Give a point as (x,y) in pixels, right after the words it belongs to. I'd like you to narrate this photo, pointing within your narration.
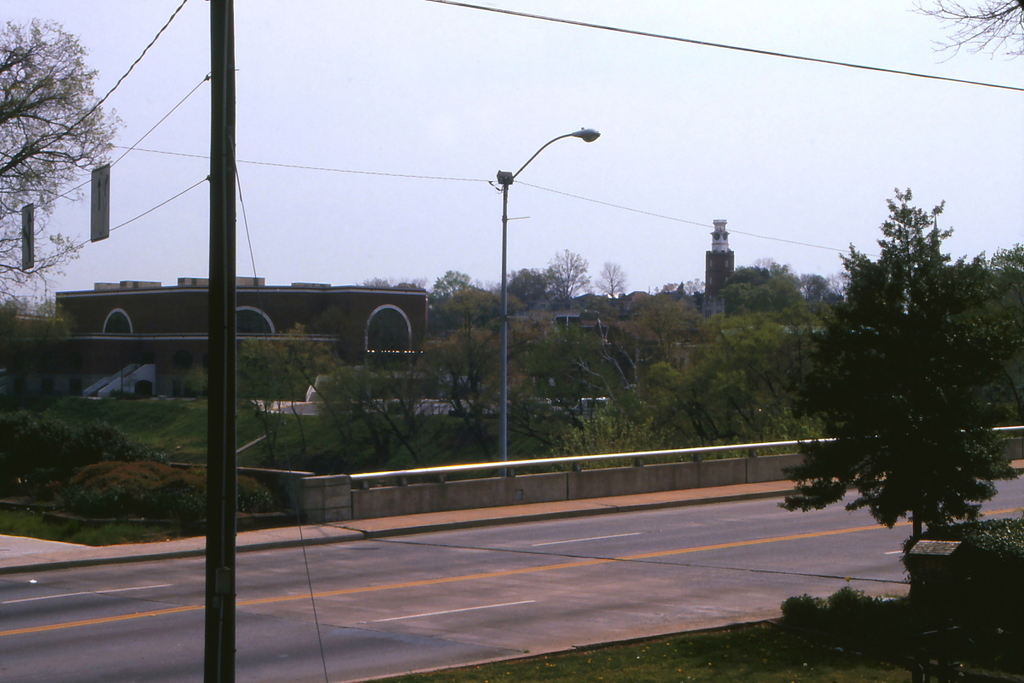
This picture is clicked outside the city. At the bottom of the picture (514,542), we see the grass (759,646) and the road (747,620). In front of the picture, we see an electric pole (227,149) and wires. On the right side (893,423), we see a tree (940,493). There is a road railing (430,471) and a street light (503,195). There are trees (393,372) and buildings (407,315) in the background (532,273). At the top of the picture (475,76), we see the sky (420,130) and the wires (131,149).
